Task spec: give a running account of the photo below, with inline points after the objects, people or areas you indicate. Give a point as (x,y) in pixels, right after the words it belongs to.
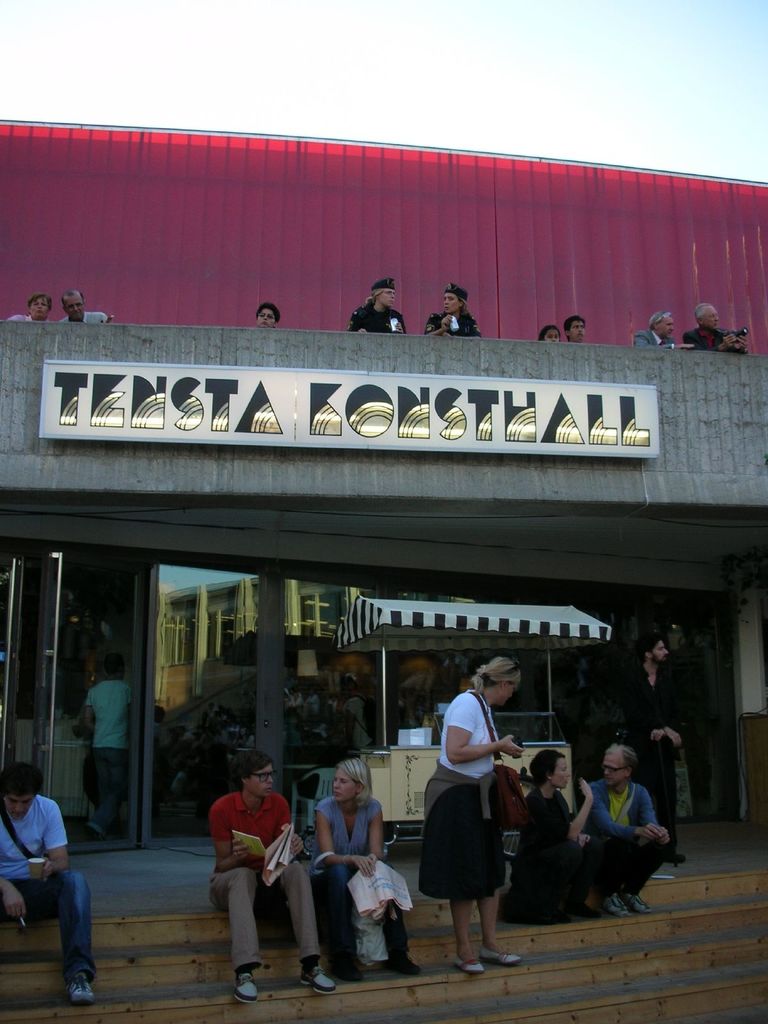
In this picture there are people (255,788), those who are sitting on the stairs (47,968) at the bottom side of the image (48,917), there is a stall (443,693) in the center of the image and there are other people (97,317) on the top side of the image (553,337).
